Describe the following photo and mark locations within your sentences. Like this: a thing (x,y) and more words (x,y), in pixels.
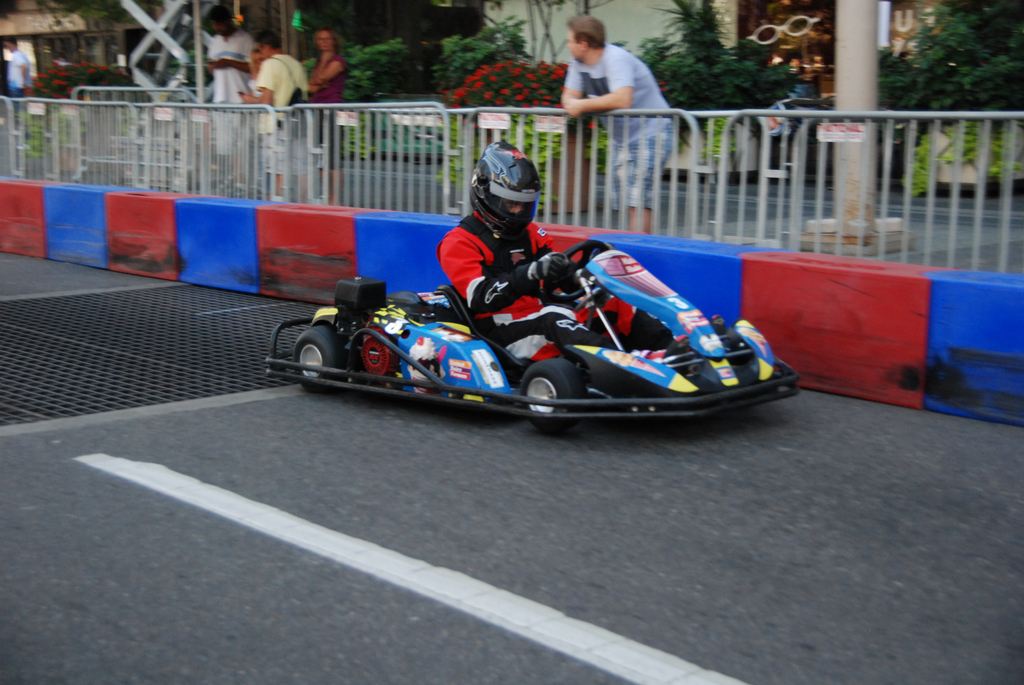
In this image there is a person (501,300) who is wearing a red dress (522,261) and a helmet (508,195). He is riding a cart vehicle (514,380). Besides him there is a fencing (62,160) on which a man (639,107) is leaning. On the left side (309,99) there is a group of three persons (281,66). Here we can see a plant (488,89) with beautiful flowers (527,77).
